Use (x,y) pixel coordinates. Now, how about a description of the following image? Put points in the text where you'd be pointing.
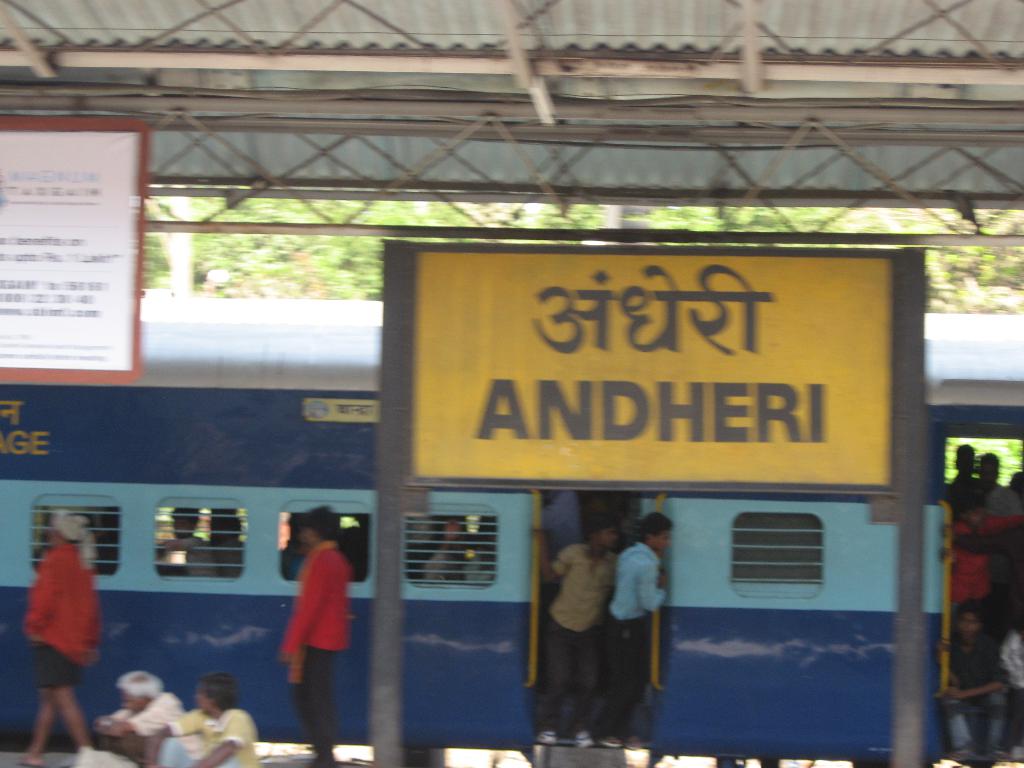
In this image, this looks like a name board (437,486), which is attached to the poles (400,436). This is the train (238,433). I can see the passengers (569,528) standing and sitting in the train (359,701). There are two people (309,629) walking. On the left side of the image (87,373), that looks like a board (79,313). I think this picture was taken in the railway station (583,558). In the background (237,266), these look like the trees (769,211). At the bottom of the image (217,738), there are two people (208,749) sitting.
